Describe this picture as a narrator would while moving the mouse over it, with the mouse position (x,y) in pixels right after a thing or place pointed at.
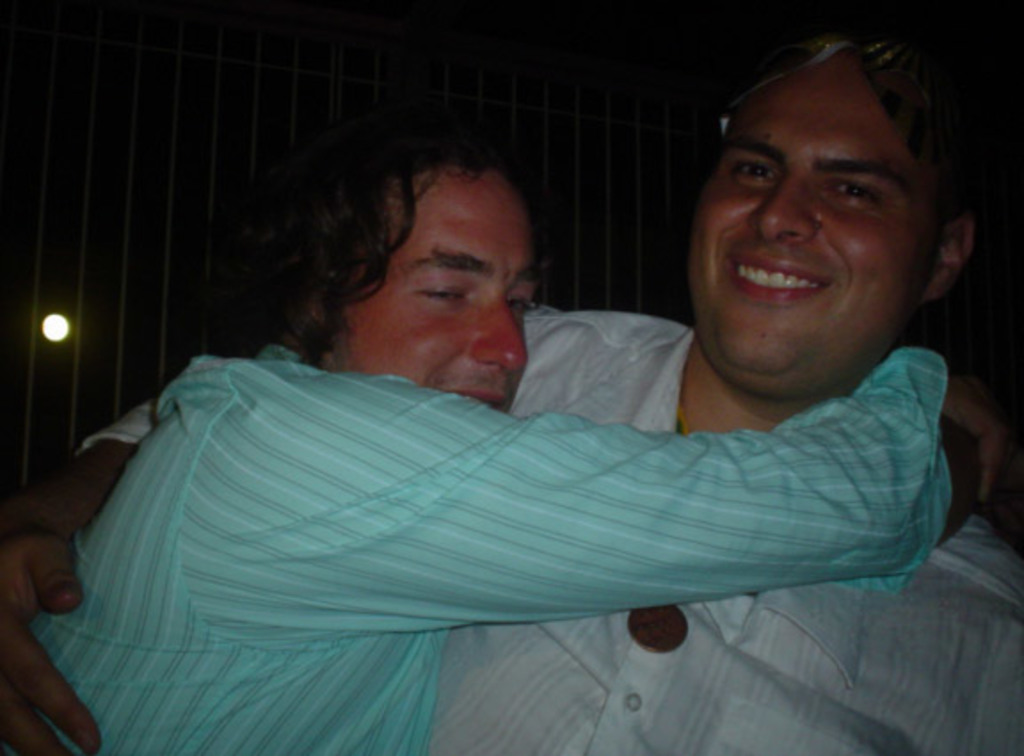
In this picture, we see a man (800,636) in the white shirt (686,672) is hugging the man (217,559) who is wearing the blue shirt (358,503). Both of them are smiling and they might be posing for the photo. In the background (145,182), we see a fence (292,89) and the light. This picture is clicked in the dark.
